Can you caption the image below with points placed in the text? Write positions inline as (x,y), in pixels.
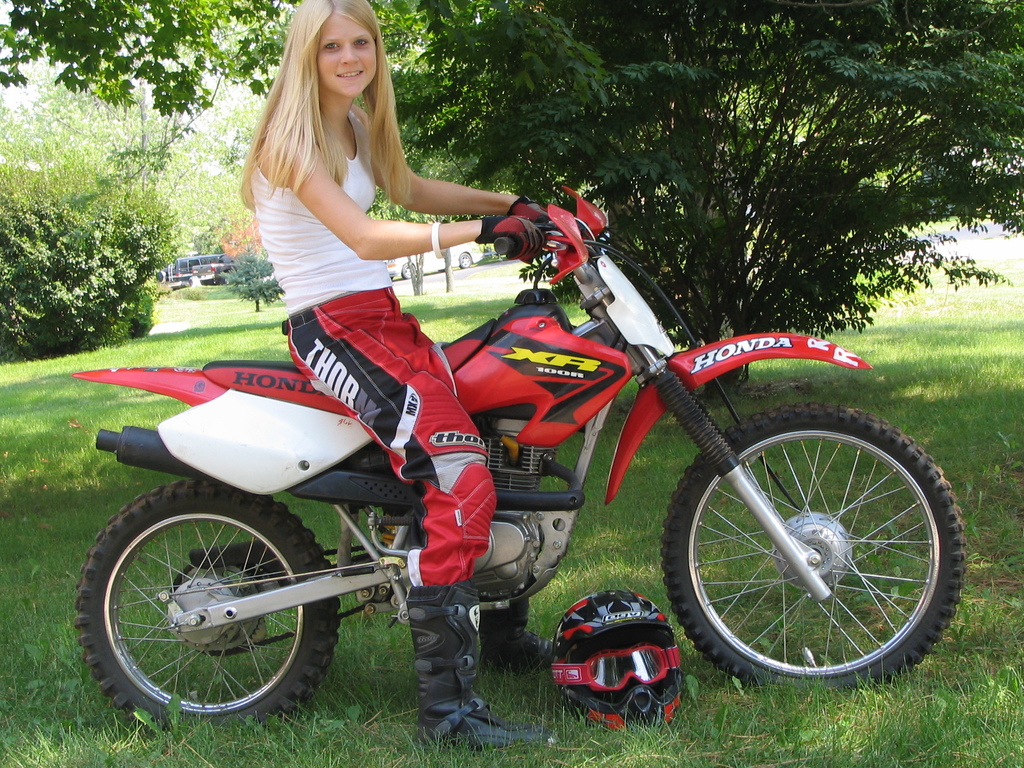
In this picture there is a girl (450,733) who is sitting on the bike (242,383) which is red in color and there are some trees (61,269) around the area of the image and there is a grass floor (1,584) and it is a day time.
